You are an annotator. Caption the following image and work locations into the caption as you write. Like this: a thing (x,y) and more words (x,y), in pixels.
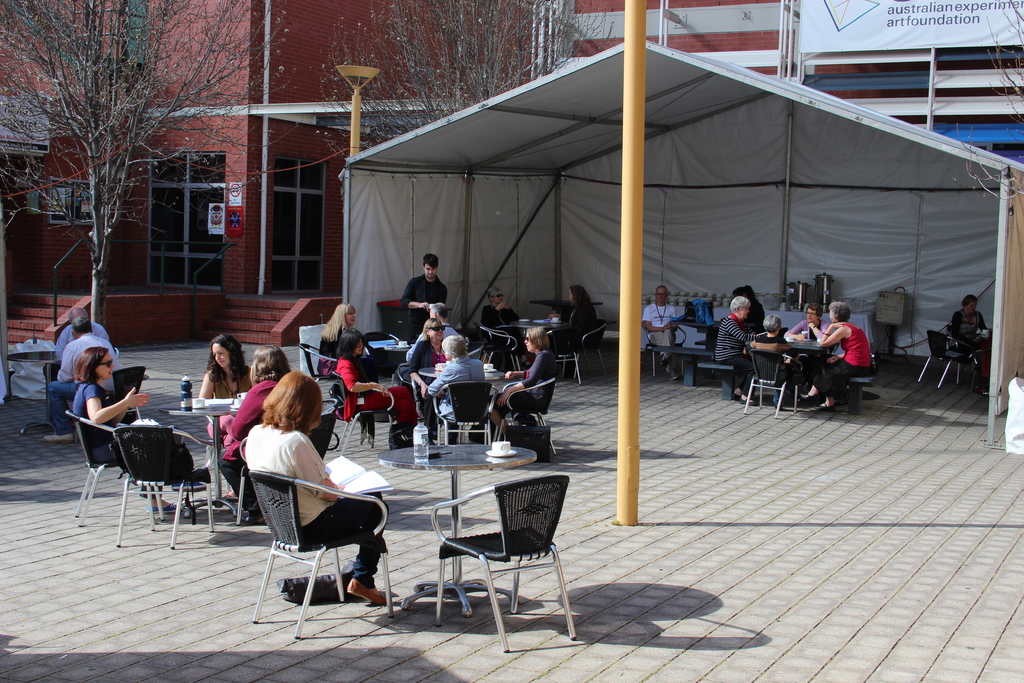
In the middle of the image (430,269) this man (424,270) is standing. In the middle of the image (422,360) these people (441,334) are sitting on a chair (937,333). In the middle of the image (483,447) there is a table (485,453), On the table (432,463) there is a water bottle (419,445) and a cup (501,450) and a saucer (511,456). In the middle of the image (633,427) there is a pole (623,435). Top right side of the image (750,100) there is a tent (832,126). Top left side of the image (103,82) there is a tree (70,63). Behind the tree (75,83) there is a building (164,103).
